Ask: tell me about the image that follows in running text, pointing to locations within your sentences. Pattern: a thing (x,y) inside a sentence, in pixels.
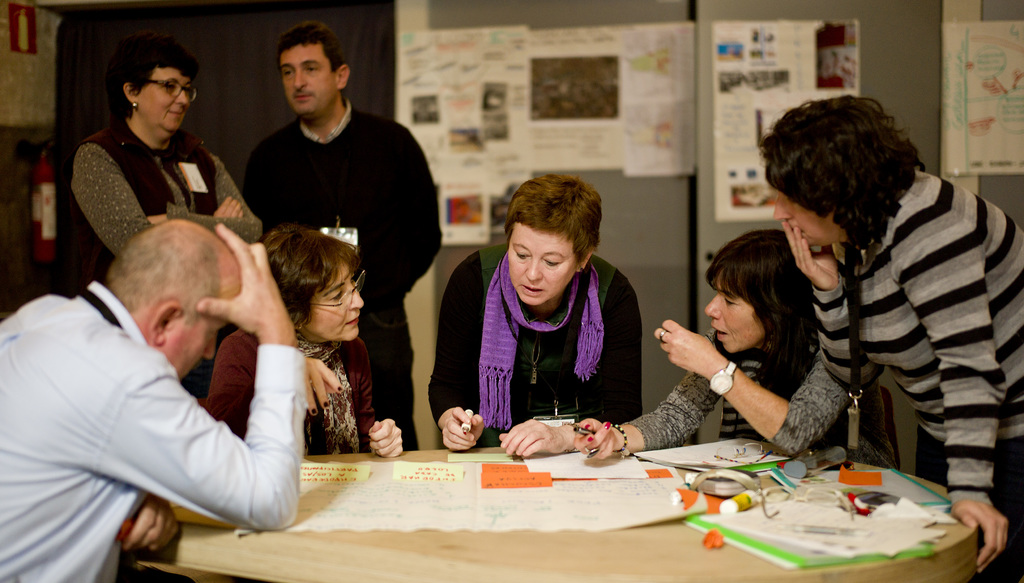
In this image I can see few person (499,276) are sitting and few are standing. They are wearing different color dress (254,154). I can see few papers (689,469) and few objects (764,458) on the table (588,534). Back I can see few pamphlets (572,85) attached to wall (578,11).
